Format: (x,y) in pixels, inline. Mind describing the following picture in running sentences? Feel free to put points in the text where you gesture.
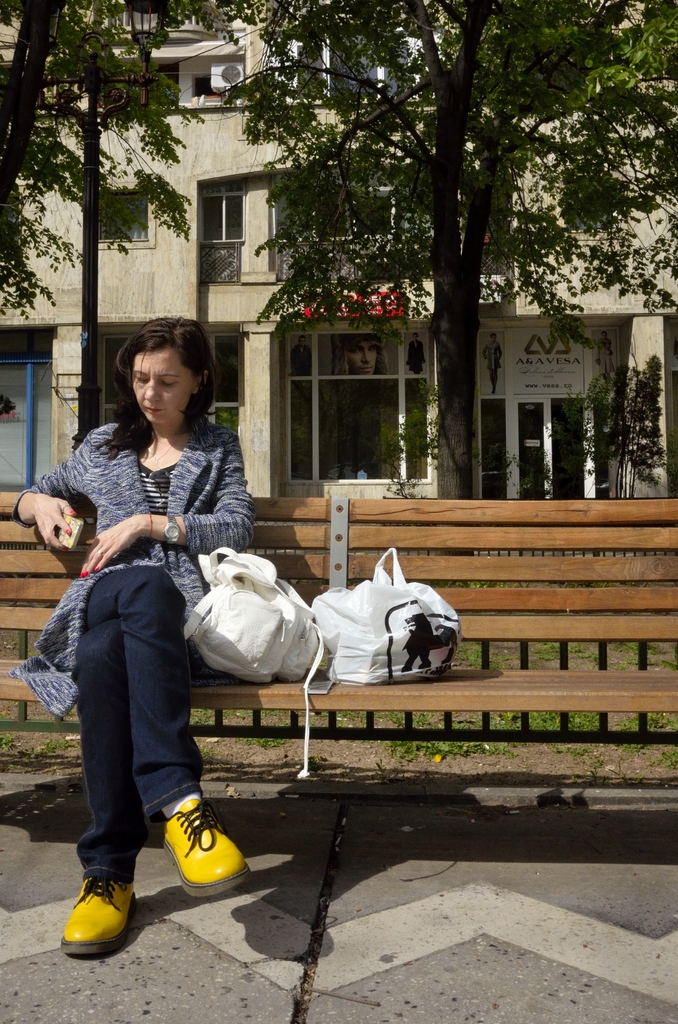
In this picture outside a city (382,333) can be seen. In the center of the picture (321,517) there is a bench (631,558), on the bench (583,638) a woman (147,597) in blue cardigan (133,503) is seated and there are two bags (310,614). On the top left (61,69) and top right (454,192) there are trees (437,153). In the background (228,287) there is a building (216,243). In the foreground (326,912) it is pavement (263,910).
